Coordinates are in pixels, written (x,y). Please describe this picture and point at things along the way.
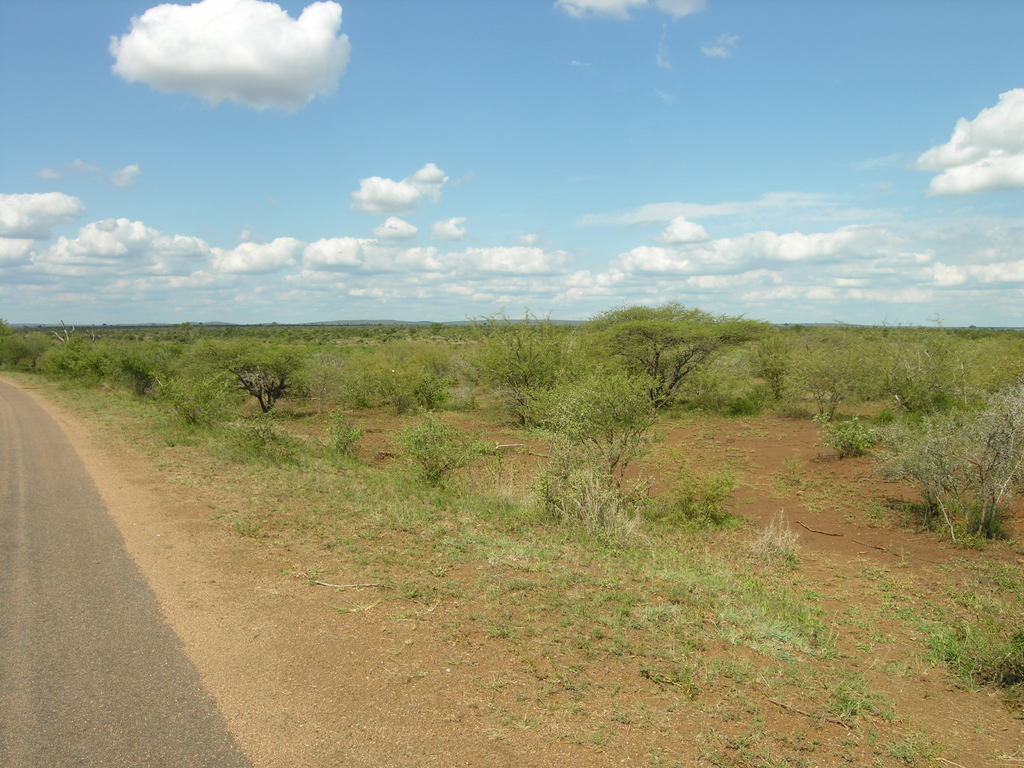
In this image we can see the trees (492,372) and also the grass (655,546). On the left (50,611) there is road (59,677) and at the top (439,112) there is sky (569,111) with the clouds (179,52).
